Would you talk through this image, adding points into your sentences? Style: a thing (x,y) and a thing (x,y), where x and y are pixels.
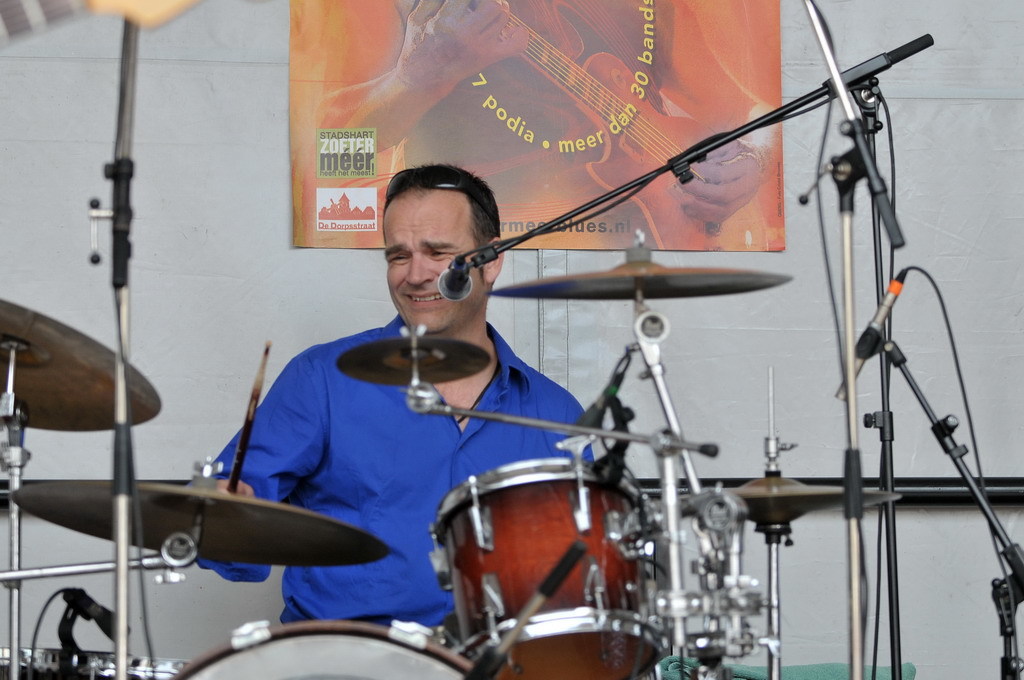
The person (381,424) wearing blue shirt (396,453) is playing drums (524,463) in front of a mic (456,265).
